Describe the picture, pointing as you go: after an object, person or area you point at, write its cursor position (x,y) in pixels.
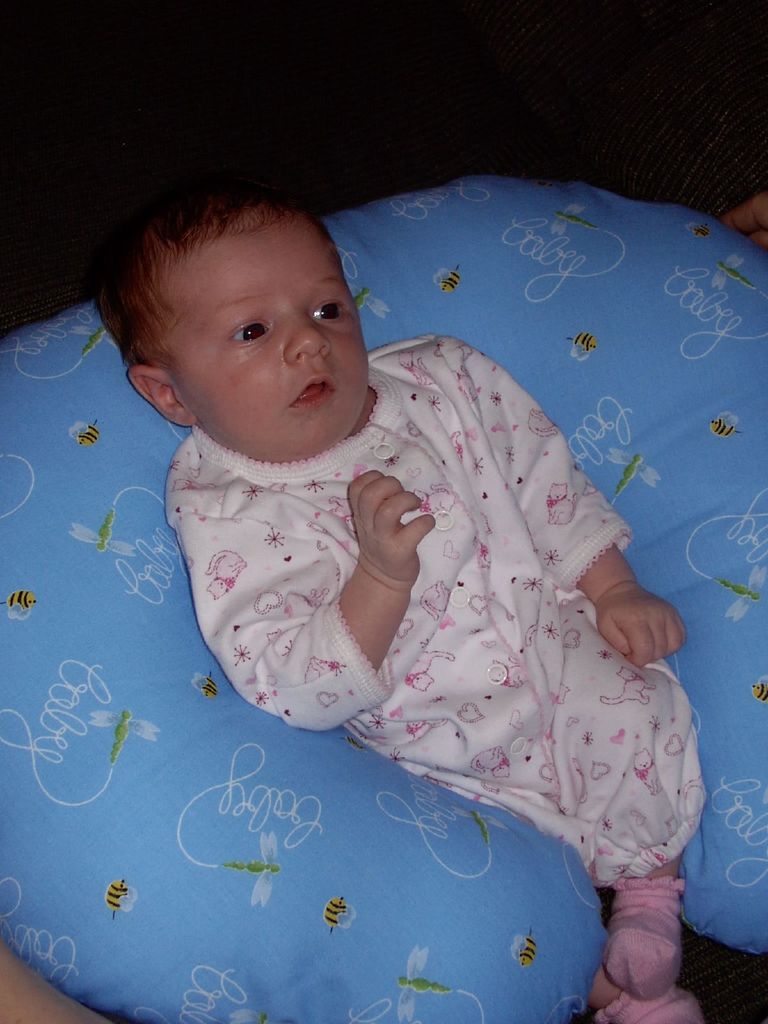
In this image I can see a baby (370,415) on the blue color bed (650,308). The baby (453,483) is wearing white and pink color dress (464,561) and a pink socks (662,940). Background (442,109) is in black color.
